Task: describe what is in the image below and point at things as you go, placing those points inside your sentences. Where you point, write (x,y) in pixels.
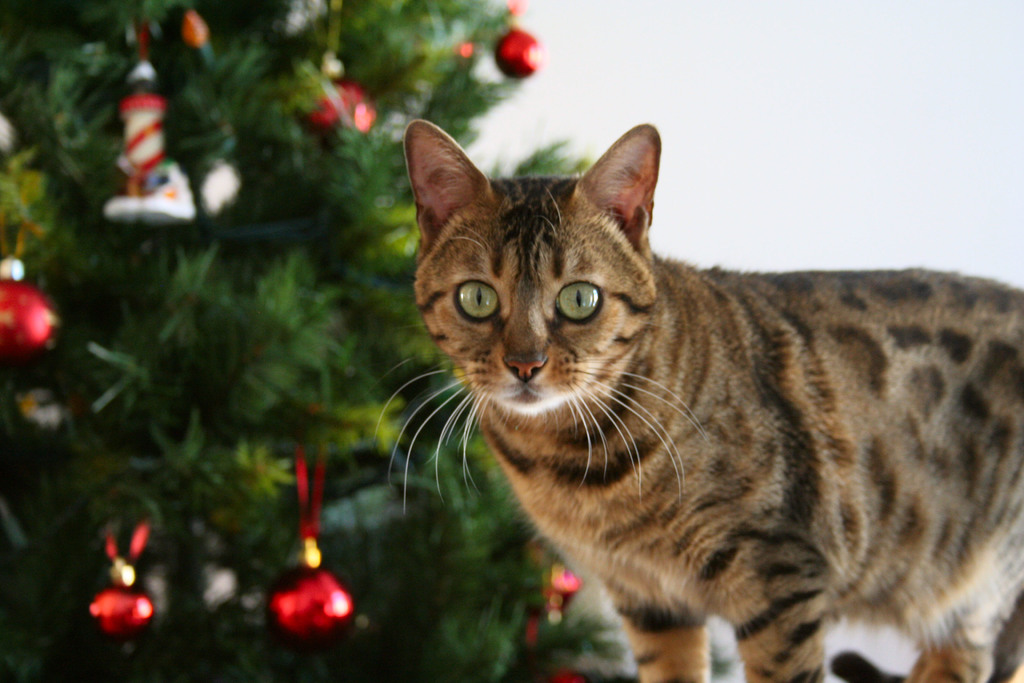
In this picture we can see cat (626,309), leaves (389,133) and decorative objects (341,113). In the background of the image (925,196) it is white.
